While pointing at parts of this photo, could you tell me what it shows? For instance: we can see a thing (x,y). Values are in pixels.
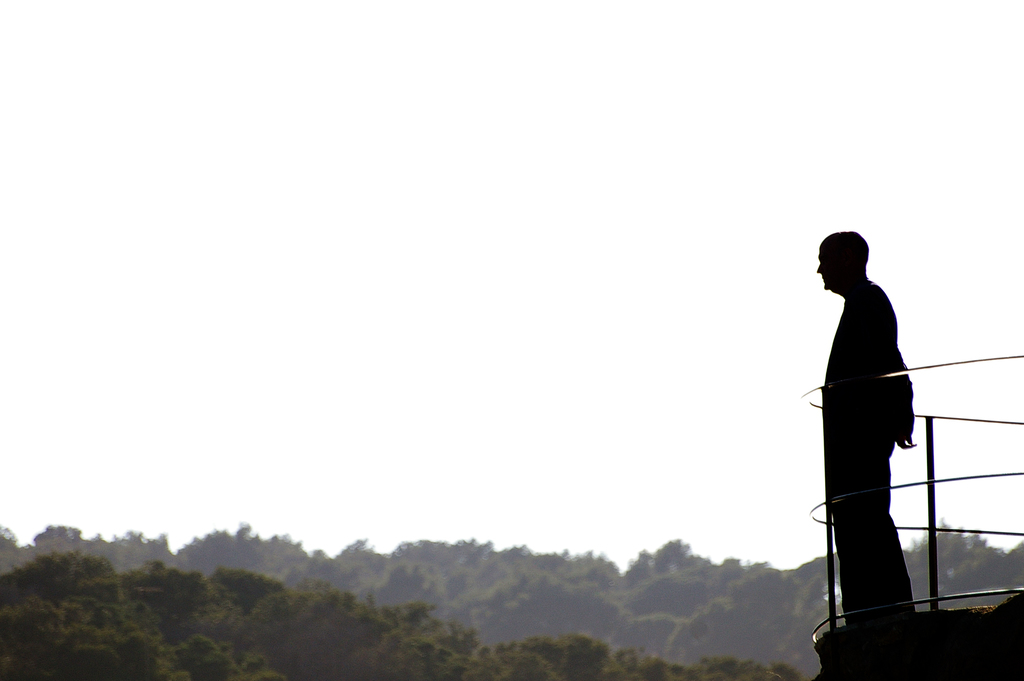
Here is a person (907,419) standing. This looks like an iron grill (975,360). These are the trees (542,602) with branches (81,625) and leaves (393,669).
